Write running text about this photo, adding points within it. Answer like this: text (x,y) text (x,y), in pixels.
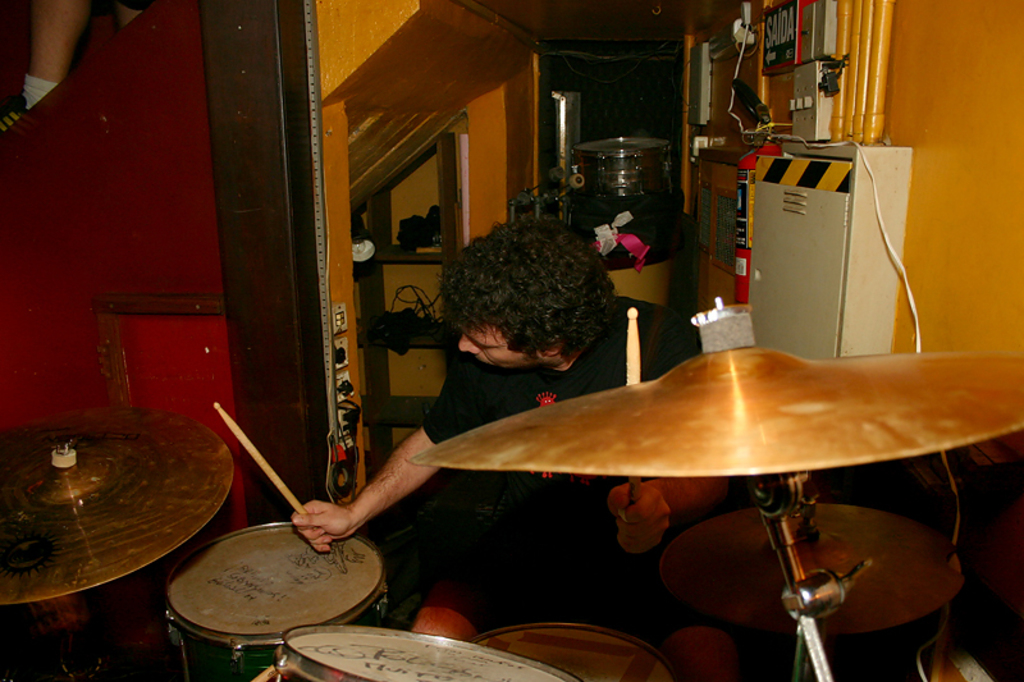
In this image I can see the person (502,491) sitting in-front of the drum set (794,521). The person (553,388) is wearing the black shirt (524,399) and holding the stick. In the back (515,215) I can see the rack (412,372) and some objects (580,200) can be seen. To the right (797,192) there is a box (803,237) and some boards (784,45). To the left (93,189) there is a red color wall (64,217).
